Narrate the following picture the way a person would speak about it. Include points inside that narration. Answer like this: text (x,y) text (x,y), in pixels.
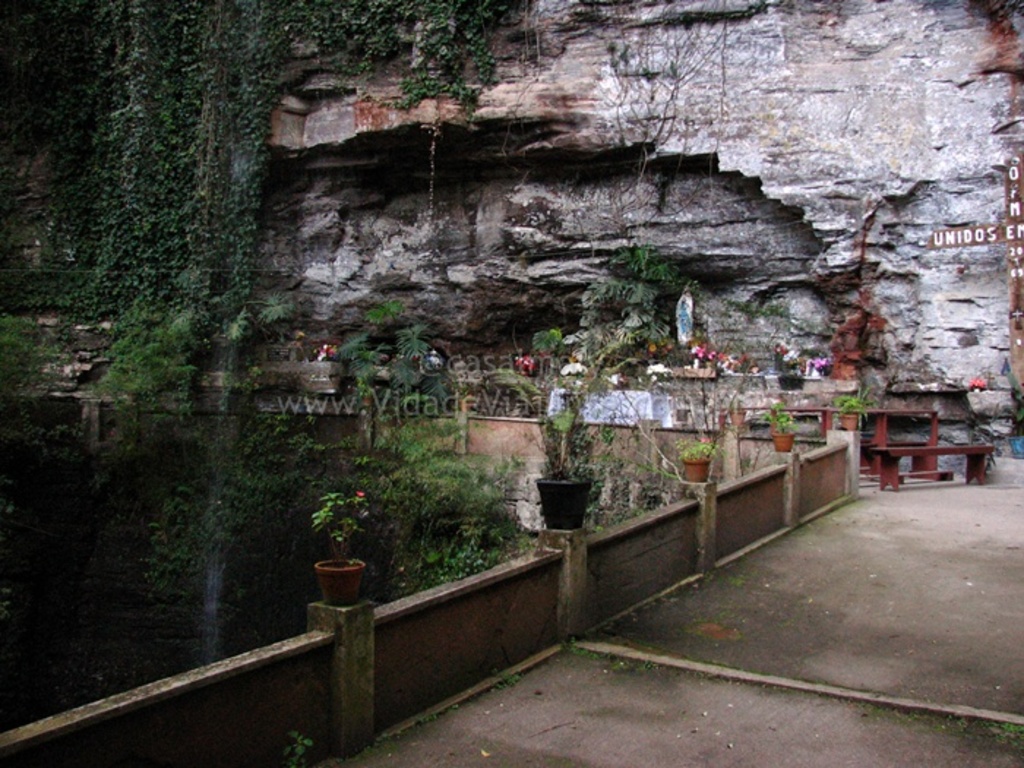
In the picture I can see flower pots (551,510) are placed on the wall (371,621), I can see tables (911,455), trees (454,468), Creepers (187,499) and the stone wall (386,179) in the background (945,136).
